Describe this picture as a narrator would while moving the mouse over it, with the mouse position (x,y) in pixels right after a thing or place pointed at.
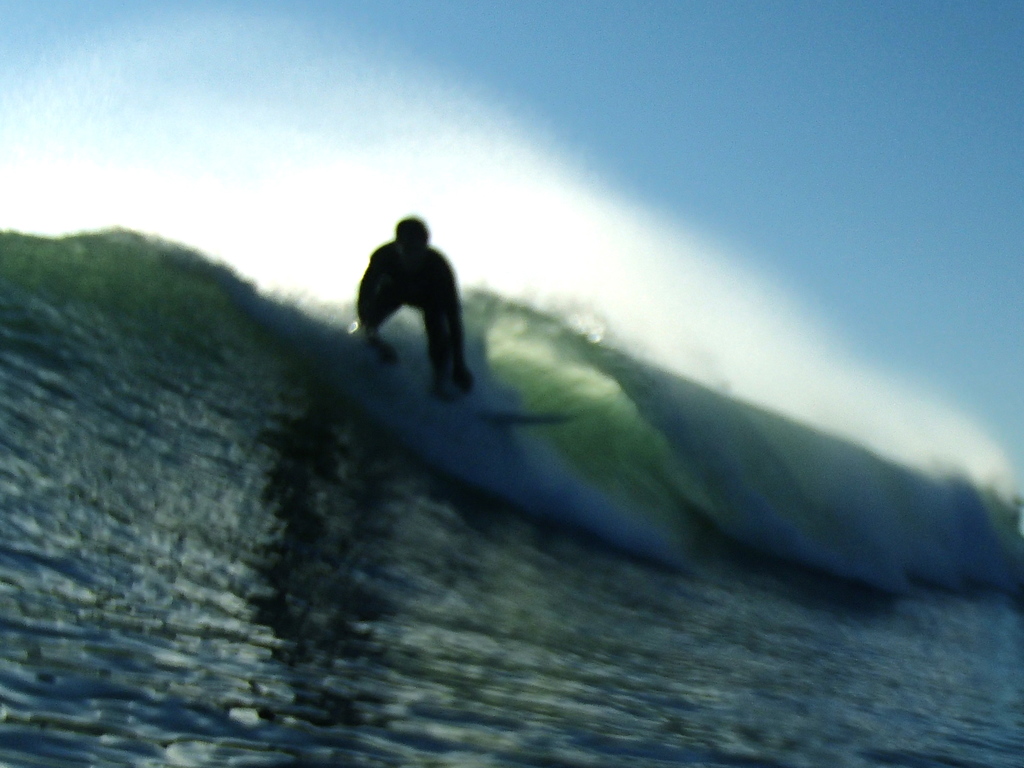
In the picture I can see a man (448,342) surfing in the water (517,343). The sky (747,38) is clear.
